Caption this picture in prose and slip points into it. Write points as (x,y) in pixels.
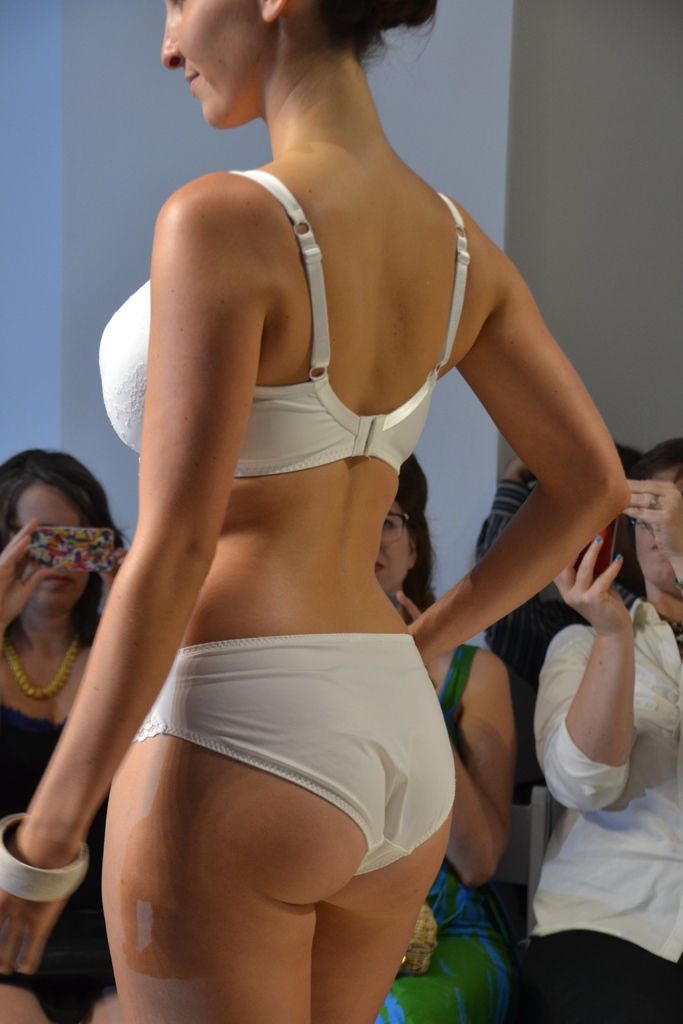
In this image there is a girl (225,614) who is wearing the bikini (328,449). In the background (39,653) there are few people (567,655) who are taking the pictures with the camera (105,541).
